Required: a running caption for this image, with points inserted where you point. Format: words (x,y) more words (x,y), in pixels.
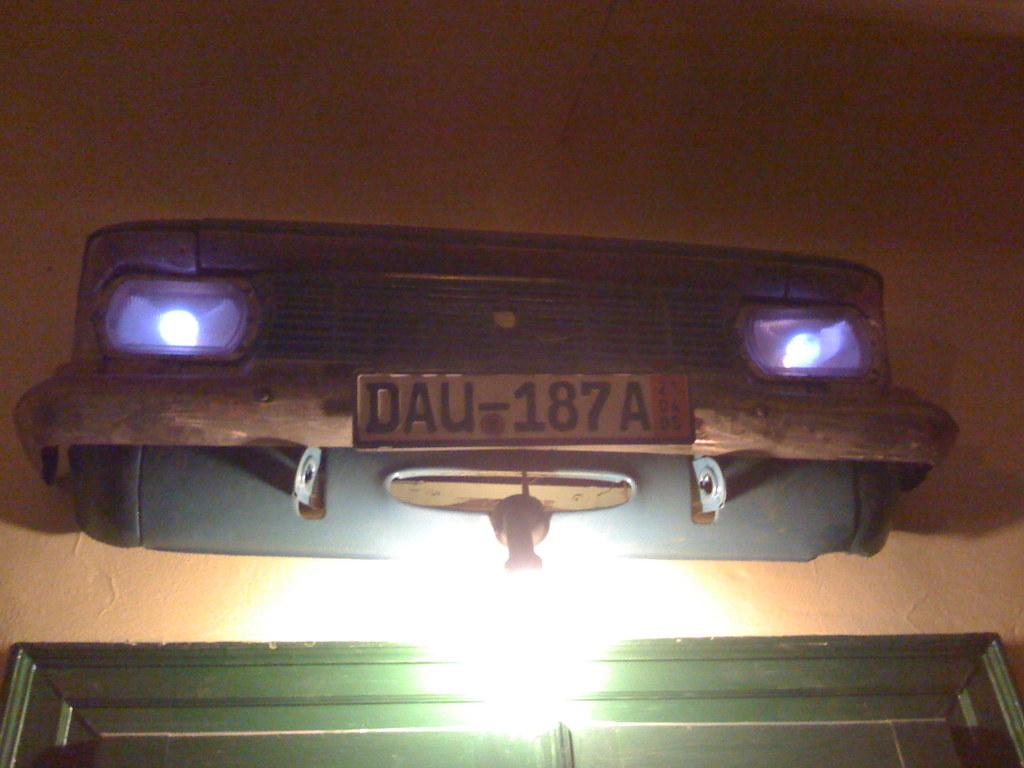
In the center of the image (633,482) we can see a fender (831,426) of a car (528,362) with a set of lights (533,625) and a door (599,725).
